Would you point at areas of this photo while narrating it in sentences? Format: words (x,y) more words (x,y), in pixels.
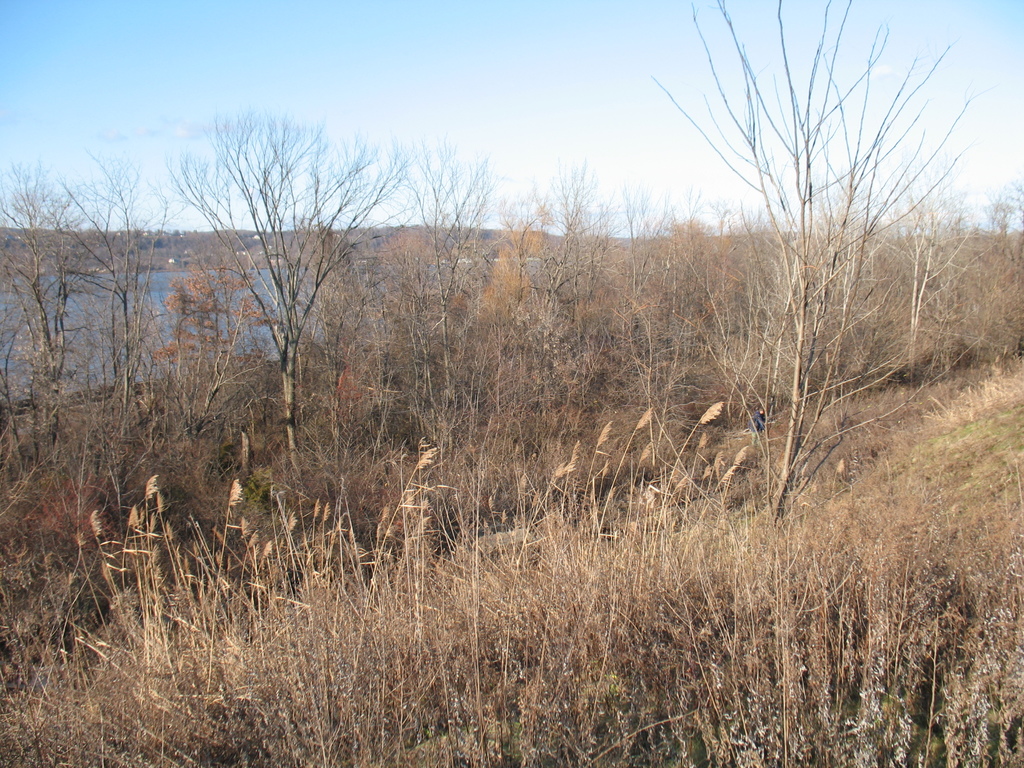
In this image we can see the dried grass (428,458). And we can see the branches (479,253) of dried trees (597,245) and the water (106,313). At the top (462,156) we can see the sky (271,207).
